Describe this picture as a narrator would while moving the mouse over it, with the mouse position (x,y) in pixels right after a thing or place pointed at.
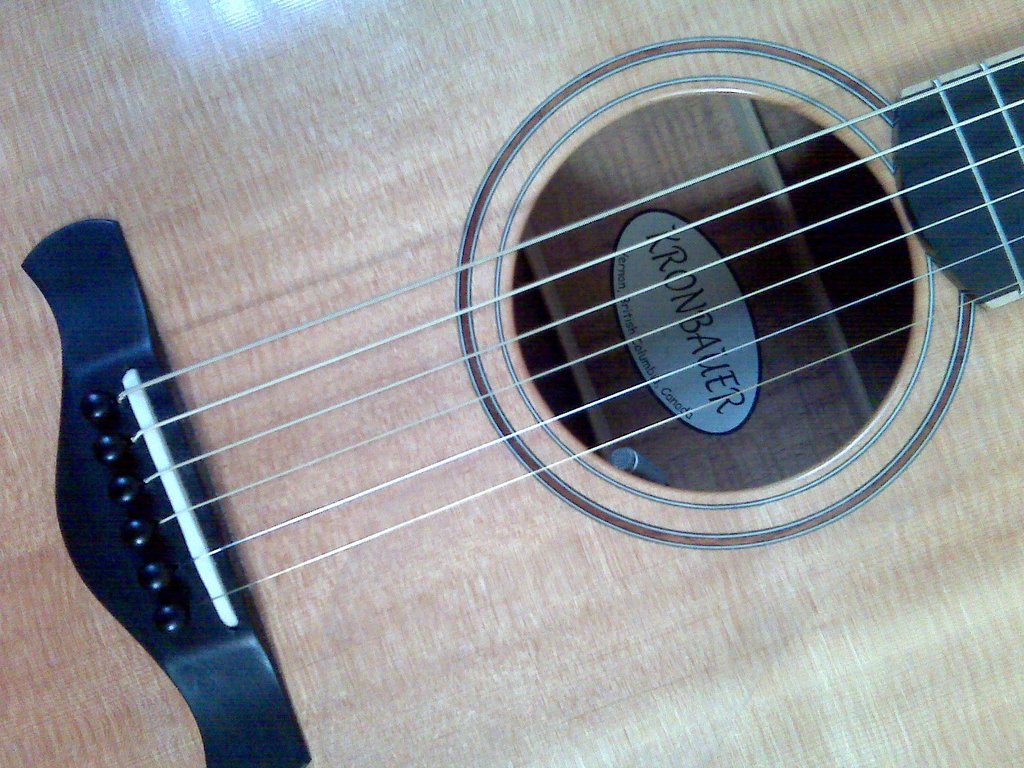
In this image we can see the strings (388,484) of a guitar (633,330).
